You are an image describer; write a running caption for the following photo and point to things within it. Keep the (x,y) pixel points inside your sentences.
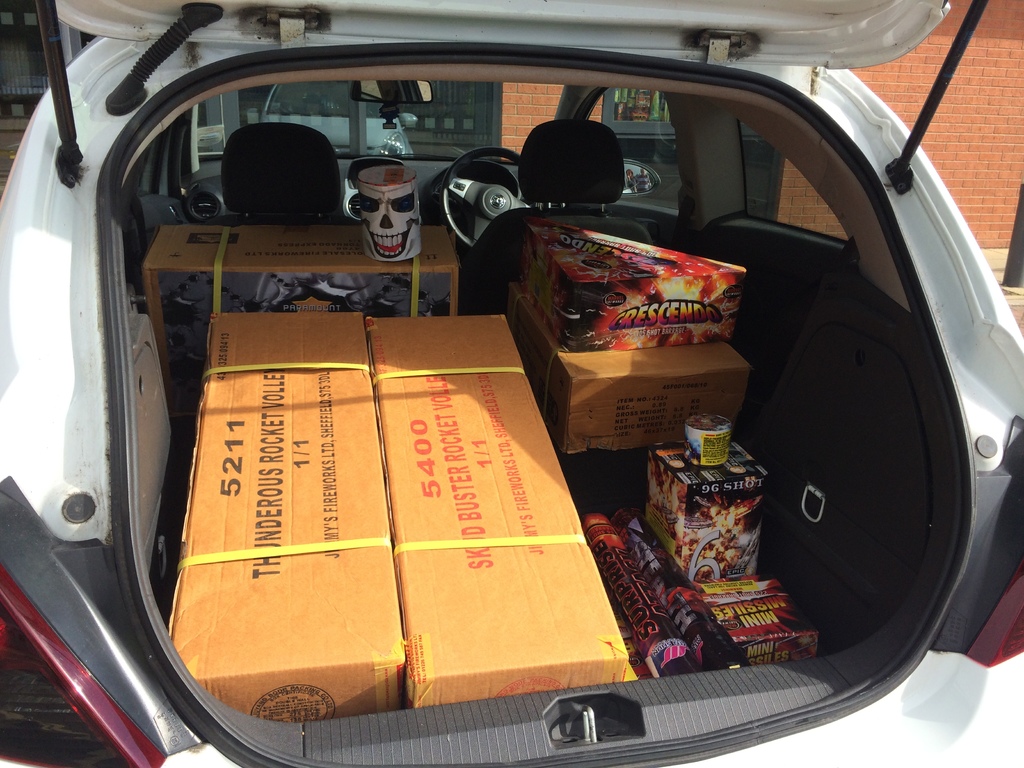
In this image we can see a white color vehicle (862,101) with some objects (427,381) in it and in the background (901,88) we can see a wall (890,94).
